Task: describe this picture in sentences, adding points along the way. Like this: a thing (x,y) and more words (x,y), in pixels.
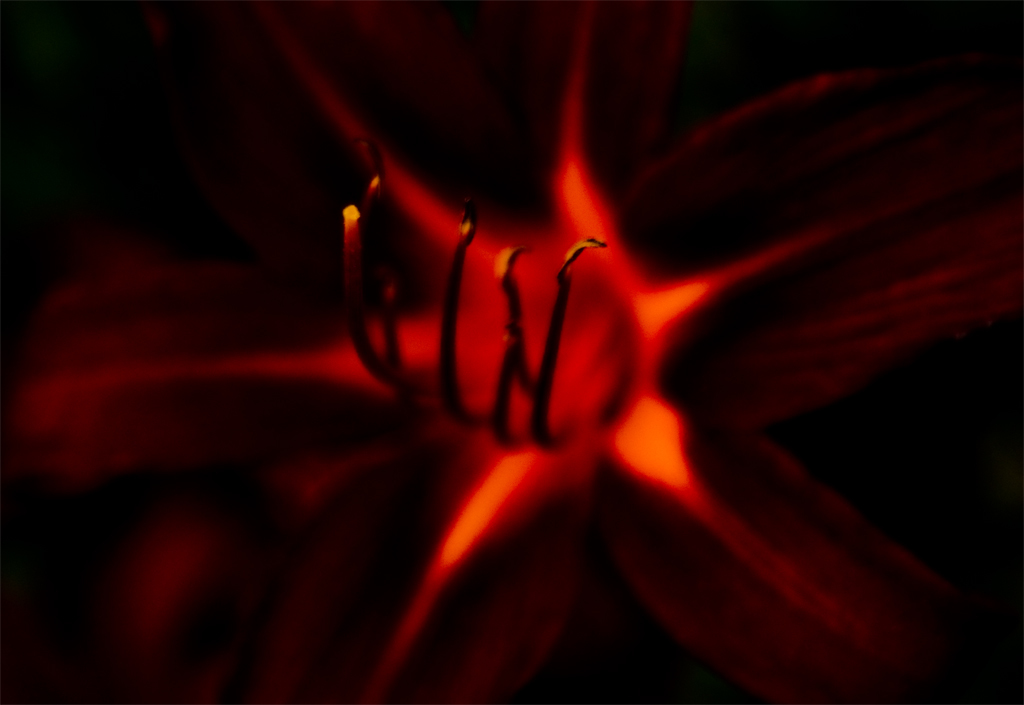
In this image I can see a flower (798,469) which is black, brown and red in color and I can see the black colored background (779,18).
